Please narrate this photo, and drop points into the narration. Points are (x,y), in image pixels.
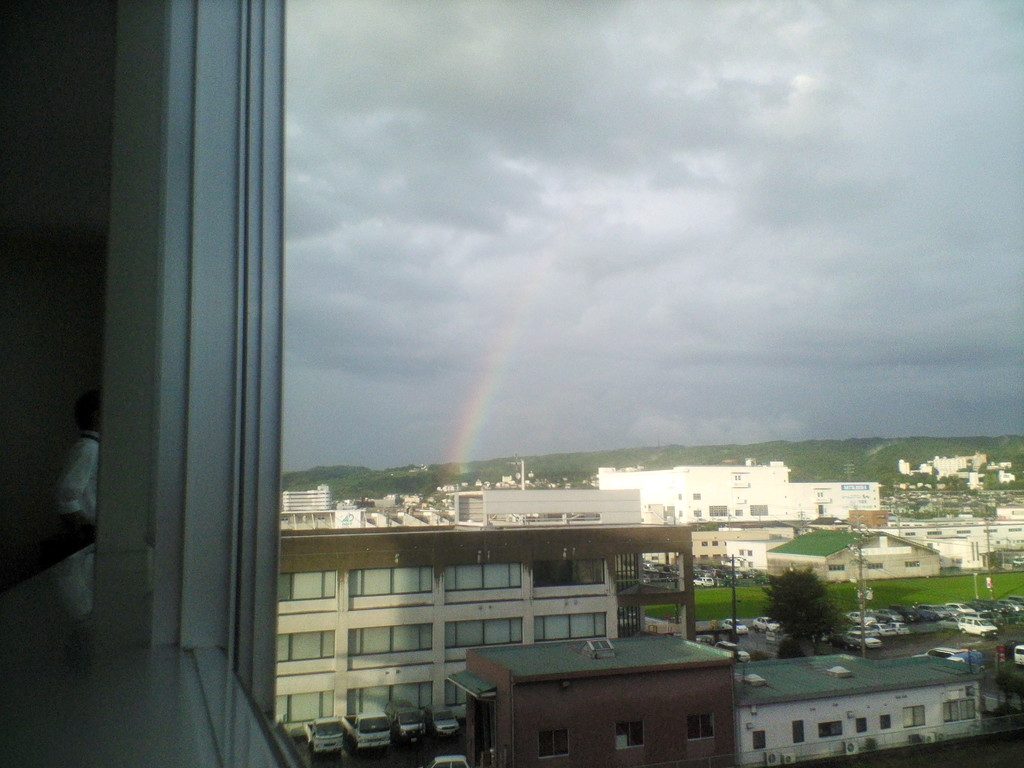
In this image we can see the glass window (177,318) through which we can see the buildings (719,682), vehicles (975,622) parked here, poles (987,563), road (964,641), trees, hills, rainbow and the sky (391,205) with clouds (437,231) in the background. This part of the image is dark where we can see a person (81,496) standing here.
